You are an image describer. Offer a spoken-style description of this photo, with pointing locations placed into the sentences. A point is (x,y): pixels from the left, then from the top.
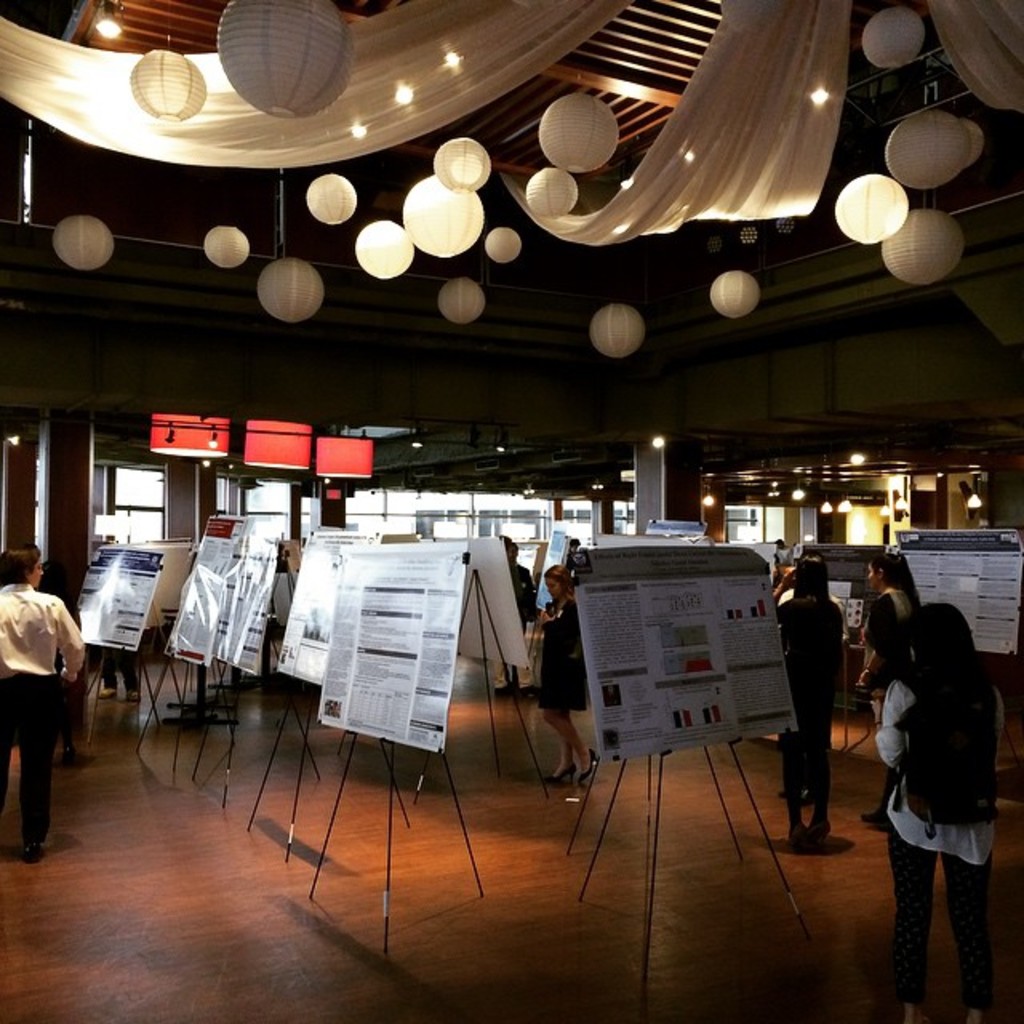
The picture is taken in a room (797,879). In the foreground of the picture (573,660) there are boards (598,591), posters (692,613) and people (135,689). In the background (579,509) there are glass windows (547,513) and lights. At the top (367,229) there are curtains (413,120), lights (173,65) to the ceiling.
